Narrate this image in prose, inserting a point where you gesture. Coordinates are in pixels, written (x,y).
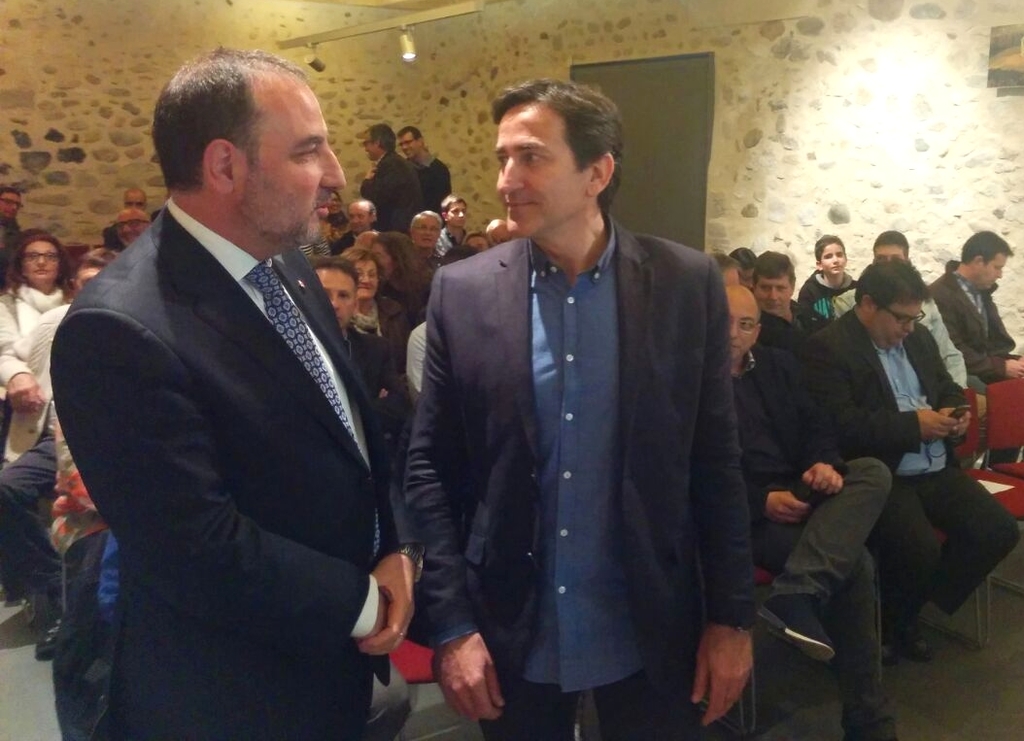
In this picture we can see a group of people (562,449), some people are sitting on chairs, some people (180,427) are standing and we can see a wall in the background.
